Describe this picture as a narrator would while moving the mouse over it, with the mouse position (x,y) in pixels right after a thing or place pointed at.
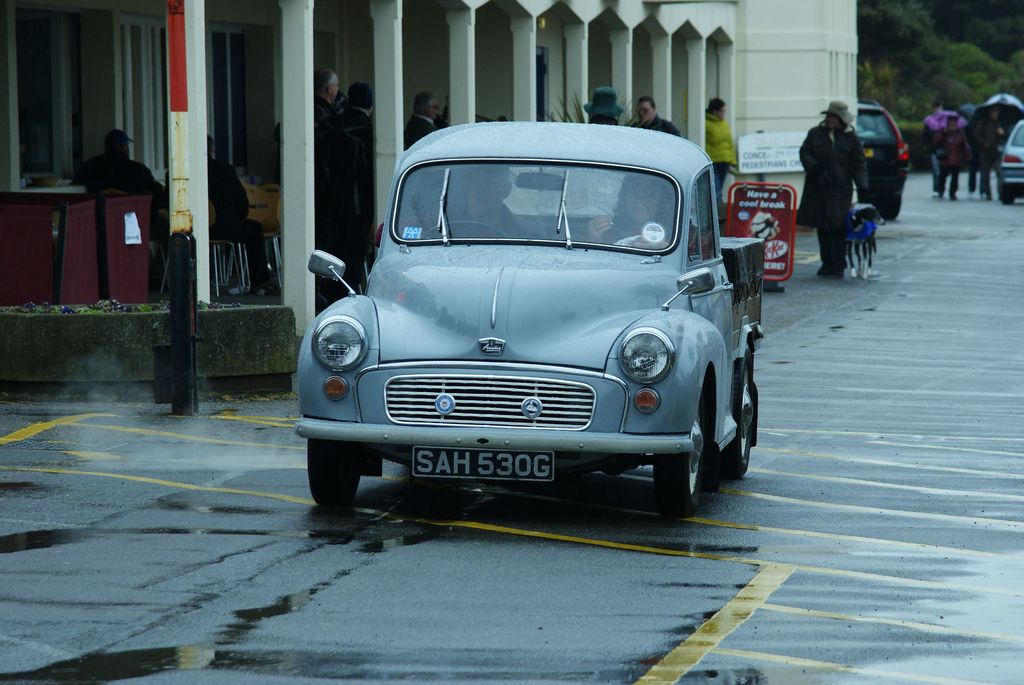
In this image, we can see a few vehicles (666,184). We can see the ground (882,500). There are a few boards (755,230) with some text (762,208) and images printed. There are a few pillars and some people (214,231). We can also see some chairs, windows (223,82), red colored tables (122,282). There are some trees (907,100).
